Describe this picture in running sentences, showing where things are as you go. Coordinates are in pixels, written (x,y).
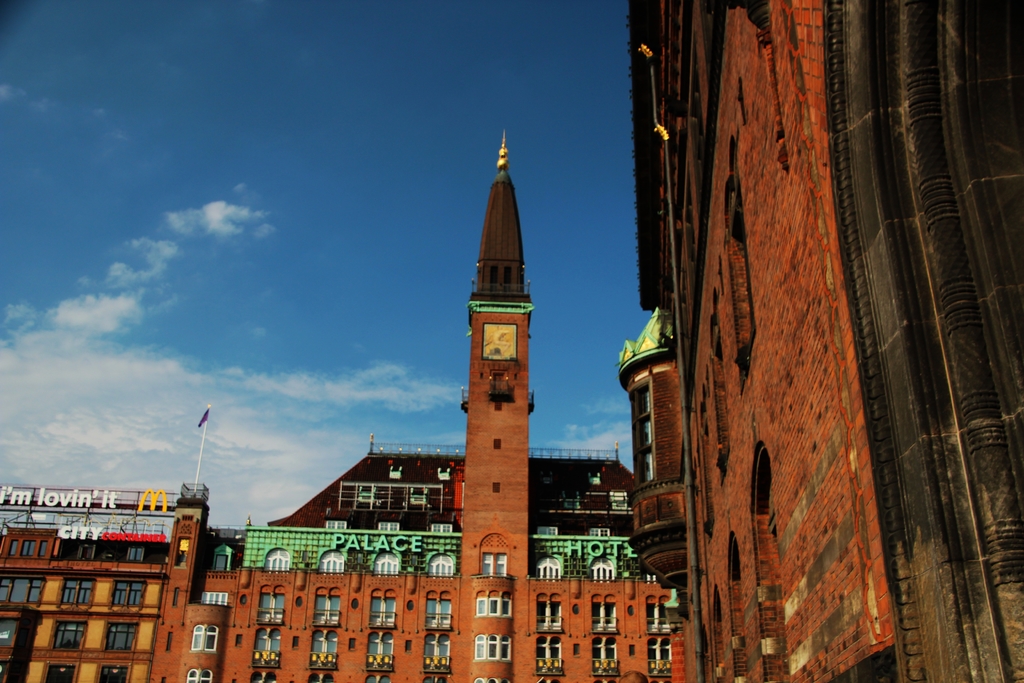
In this image I can see few buildings (790,424) which are black, brown and white in color. I can see a flag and the sky (225,278) in the background (206,187).
